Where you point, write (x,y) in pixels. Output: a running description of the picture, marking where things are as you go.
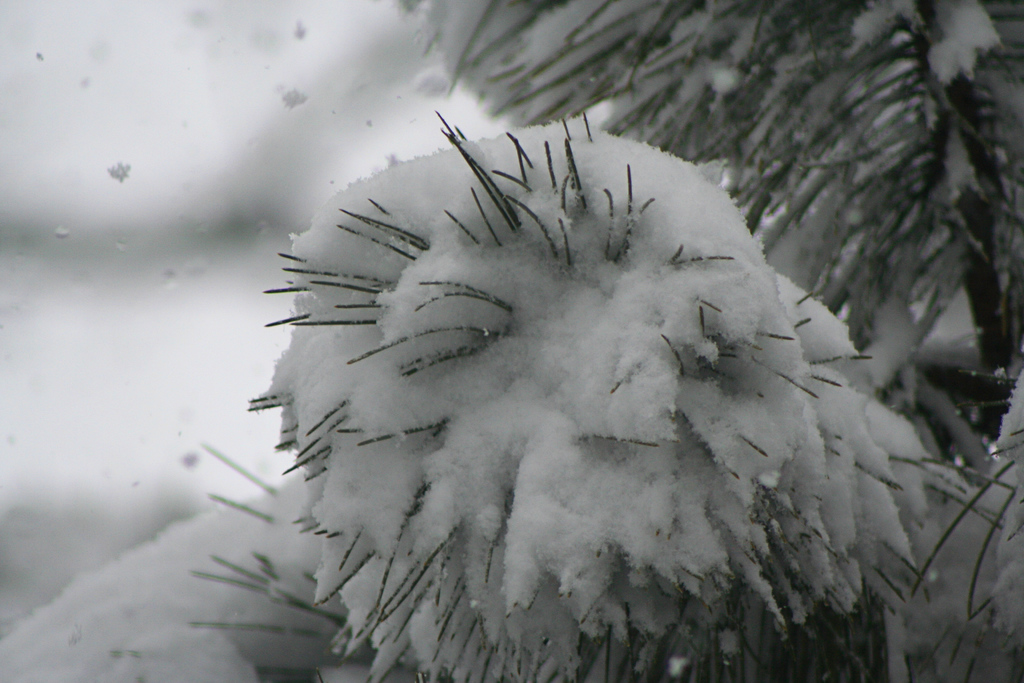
This image is taken outdoors. On the right side of the image (731,327) there is a plant (485,561) covered with snow (539,216).
